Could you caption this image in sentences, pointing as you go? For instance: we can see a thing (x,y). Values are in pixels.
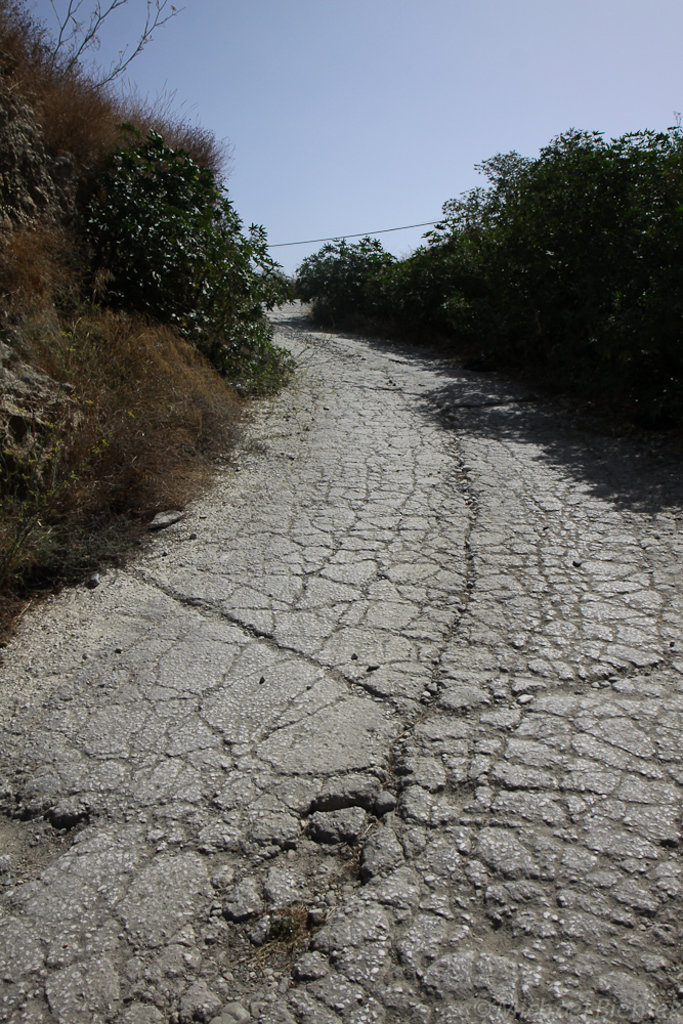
In this image I can see a pathway (219,597). I can also see trees (261,309) in green color and the sky (412,95) is in blue color.
